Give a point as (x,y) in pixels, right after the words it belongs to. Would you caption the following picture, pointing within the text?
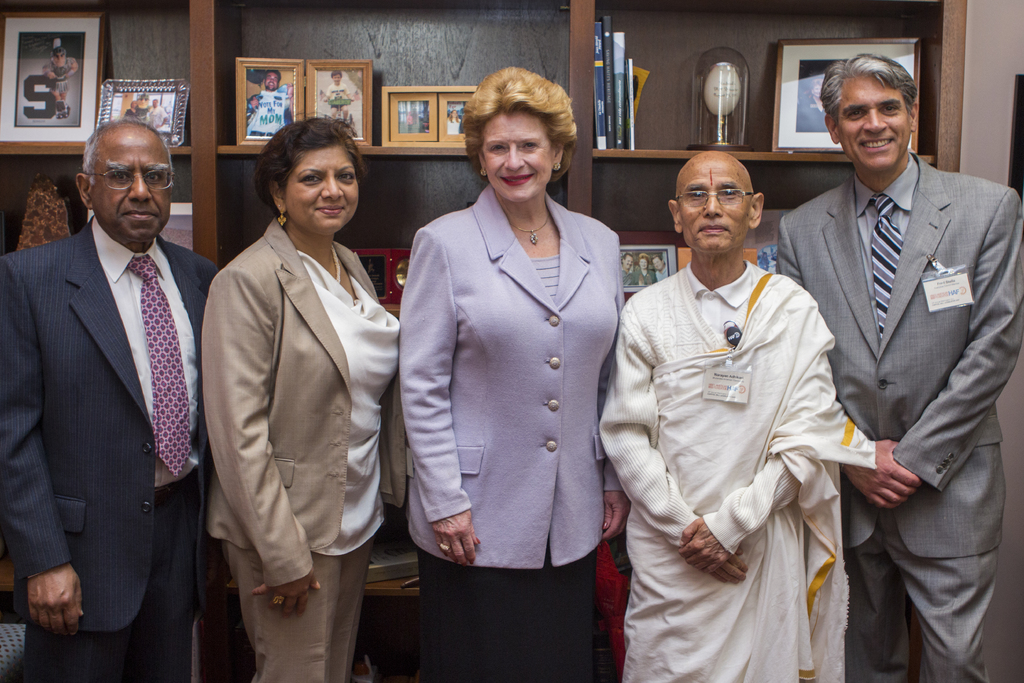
In the picture i can see some group of persons (452,394) standing and posing for a photograph and in the background of the picture (352,99) there is a wall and some photos (62,56), books (623,59) and some other things (740,112) are arranged in shelves (217,63).
